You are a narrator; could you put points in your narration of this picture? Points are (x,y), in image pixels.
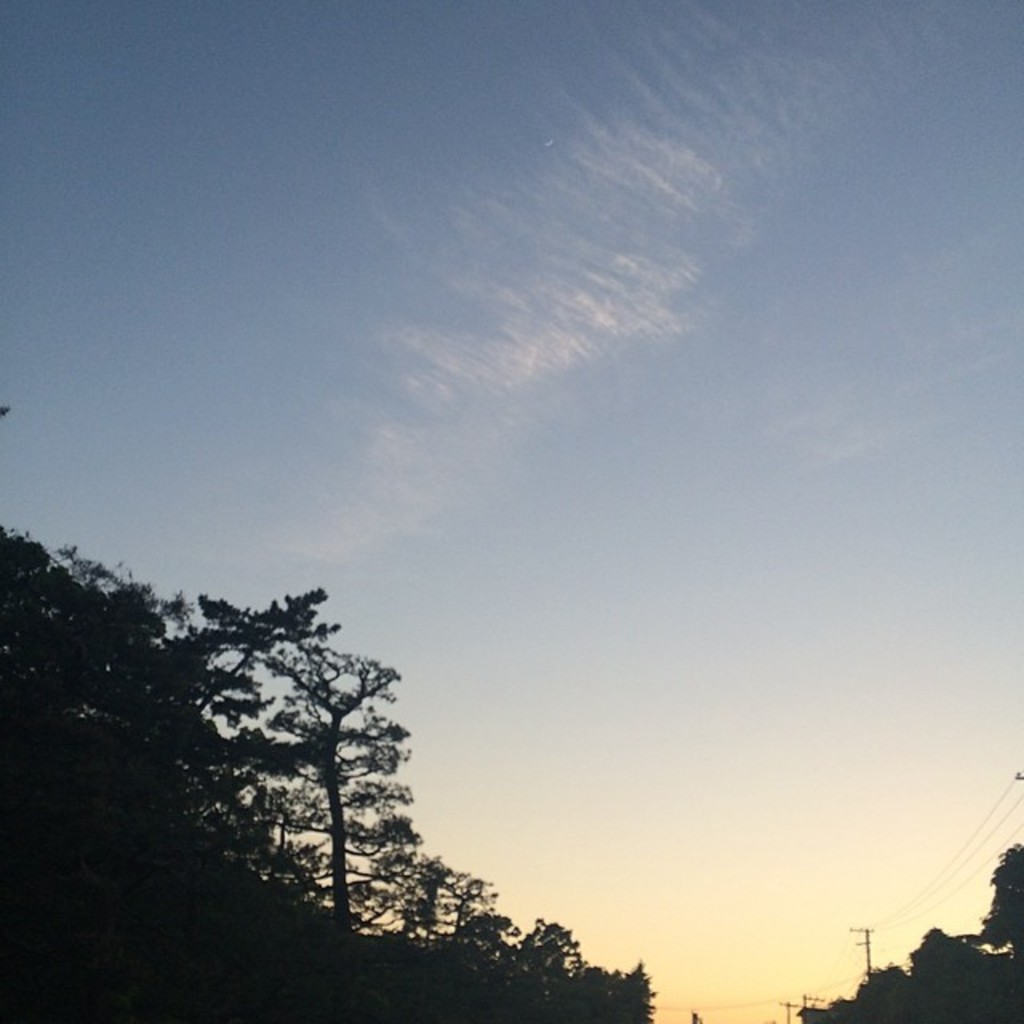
In this image I can see few trees (972,959), poles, wires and the sky (384,219) is in blue and white color.
